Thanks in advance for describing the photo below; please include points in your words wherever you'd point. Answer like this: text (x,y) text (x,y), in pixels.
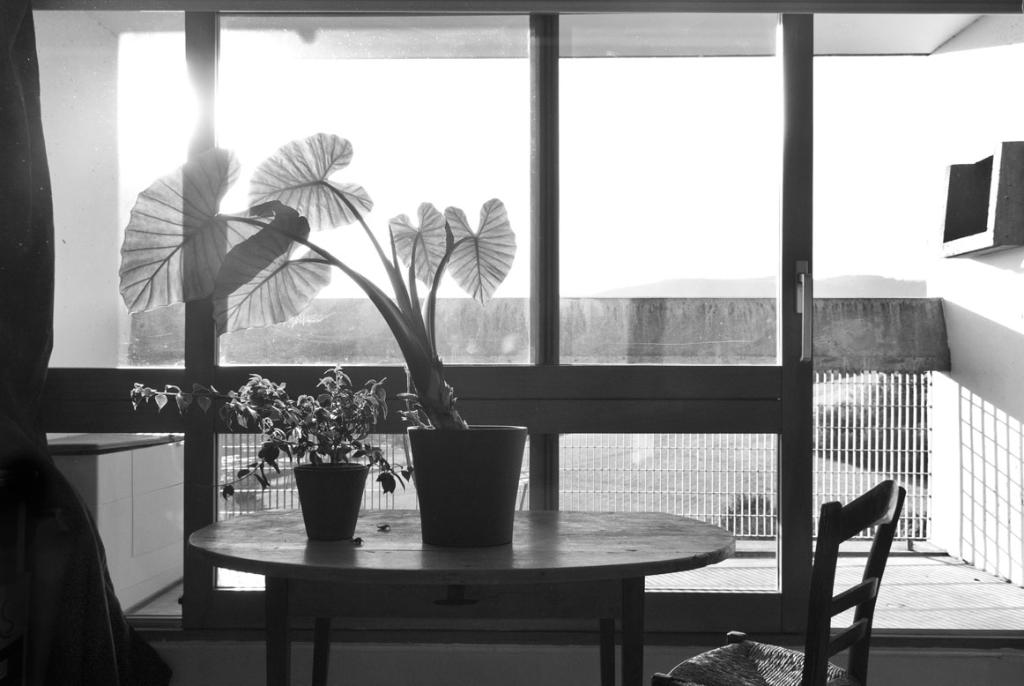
In this image I can see few plants (341,538) on the table (458,559) and I can also see the chair (831,604). Background (786,530) I can see the railing (887,458) and the glass door (518,200) and the image is in black and white.
